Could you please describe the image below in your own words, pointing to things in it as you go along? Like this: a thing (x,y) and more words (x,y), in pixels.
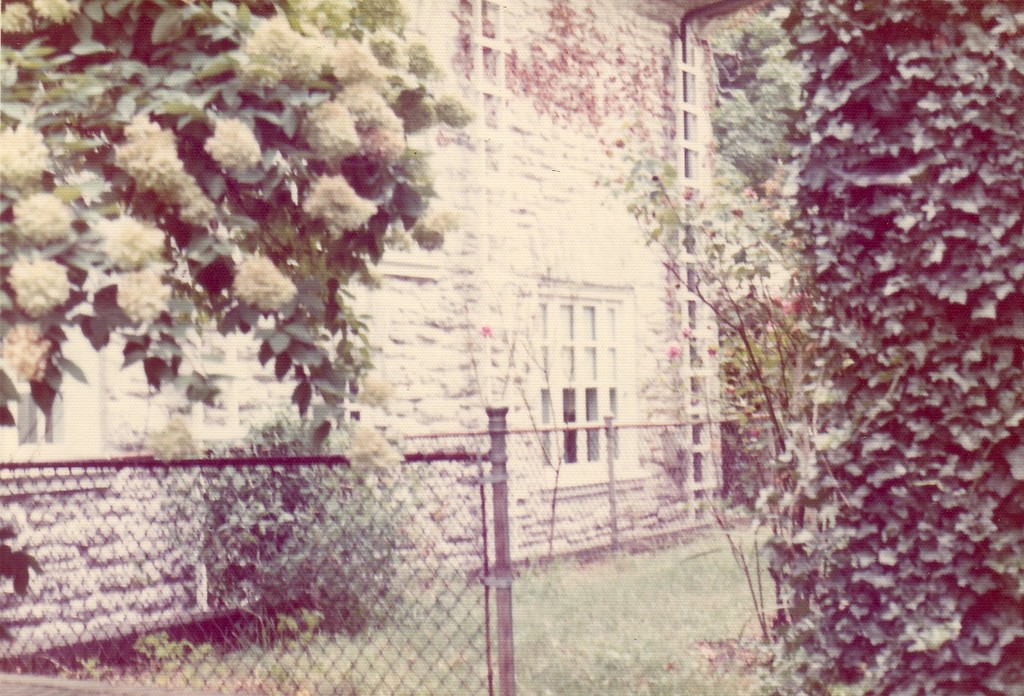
In this image, we can see buildings (557,155), trees (308,329), plants (281,513) and we can see meshes (358,511). At the bottom (625,646), there is ground (625,646).
